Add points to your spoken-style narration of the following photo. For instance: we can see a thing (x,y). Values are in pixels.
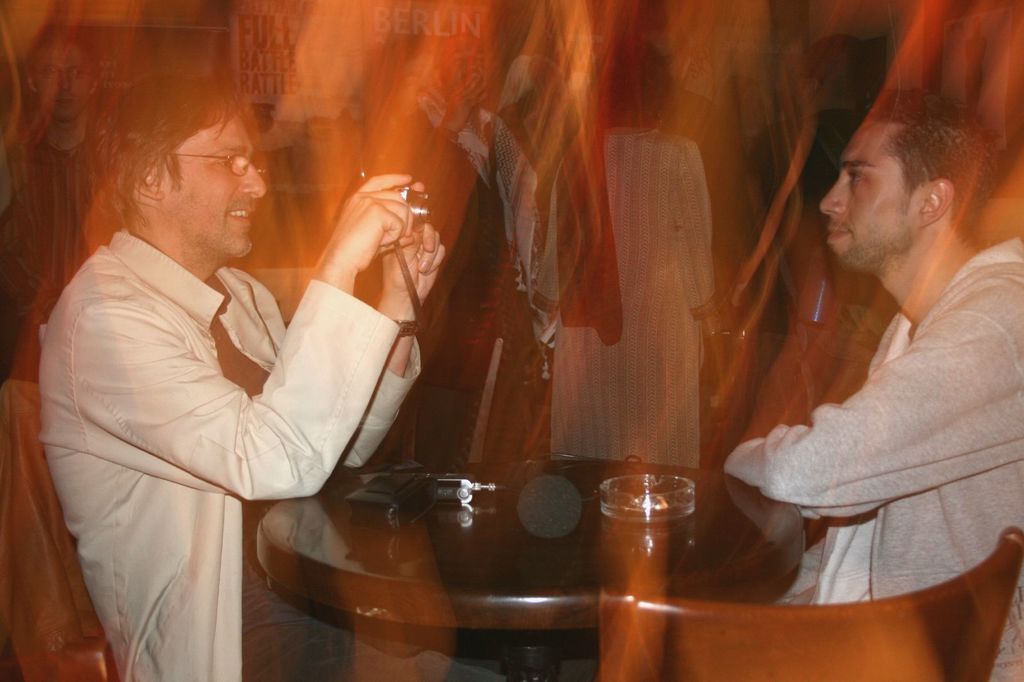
On the left side (140,677) we can see a person (271,666) taking a photograph of opposite person (832,454) and he is wearing a white color shirt (104,331) and spectacles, back of him a person (5,246) is staring at him. In the middle of the image (664,250) we can see a lady (617,164) and a person (537,144) which are in blurred, on the table (501,566) we can ashtray (668,520). On the right side (925,295) one person (955,416) who wearing a ash color jacket (899,457).
